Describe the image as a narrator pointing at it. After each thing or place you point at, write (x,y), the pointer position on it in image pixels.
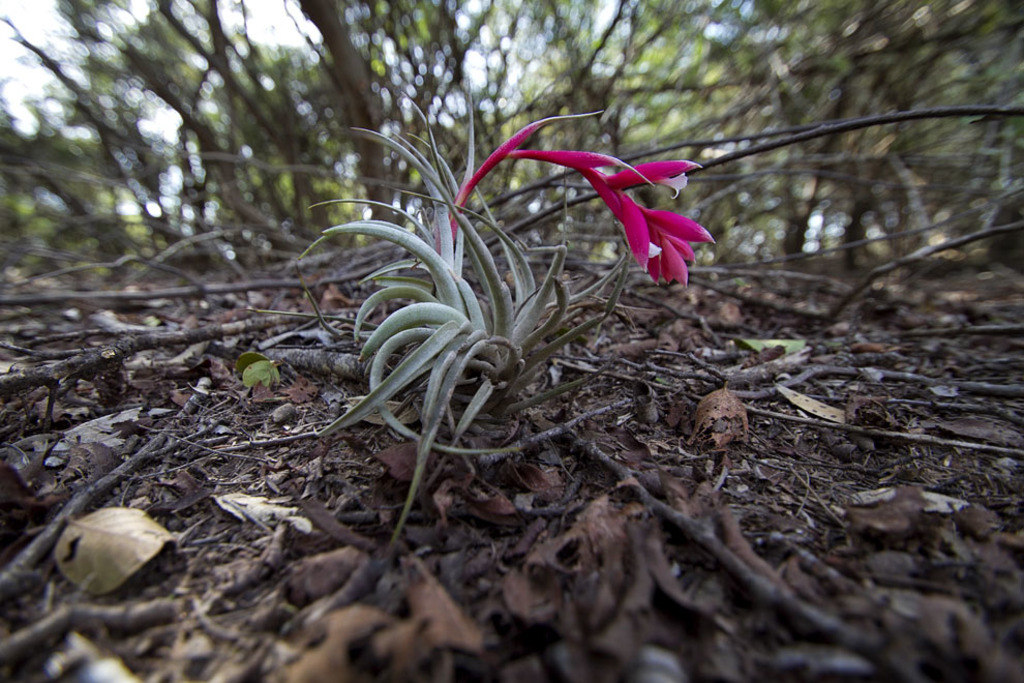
In this image we can see many trees (578,185). There is a flower (590,160) to a plant (484,355). There are many twigs (149,448) on the ground (813,449).
